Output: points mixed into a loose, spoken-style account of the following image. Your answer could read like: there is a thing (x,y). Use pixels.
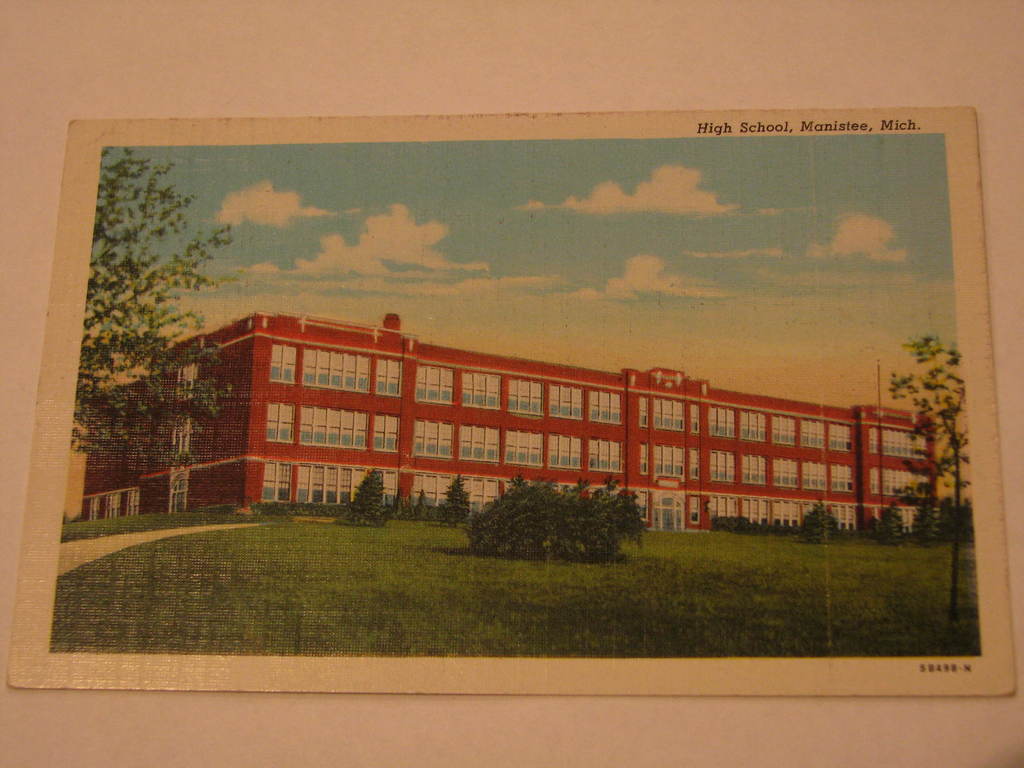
In this image we can see the paper frame (486,328) with the building (604,426), trees (508,521), grass (309,579), path (132,536) and also the sky (561,265) with the clouds (571,203) and also the text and the paper frame (515,554) is attached to the plain wall (501,700).
